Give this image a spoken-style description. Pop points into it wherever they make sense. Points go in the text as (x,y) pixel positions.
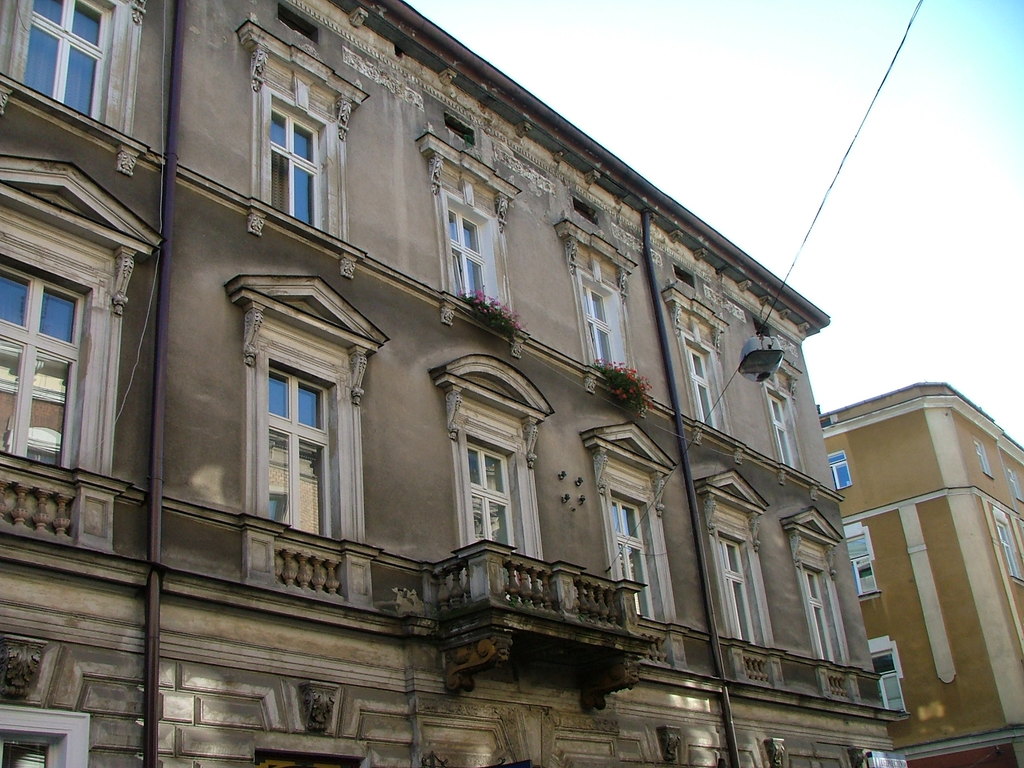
In this image I can see few buildings (441,326) in brown and cream color and I can also see few windows (478,274), plants (607,369) in green color and the sky (773,93) is in white and blue color.
